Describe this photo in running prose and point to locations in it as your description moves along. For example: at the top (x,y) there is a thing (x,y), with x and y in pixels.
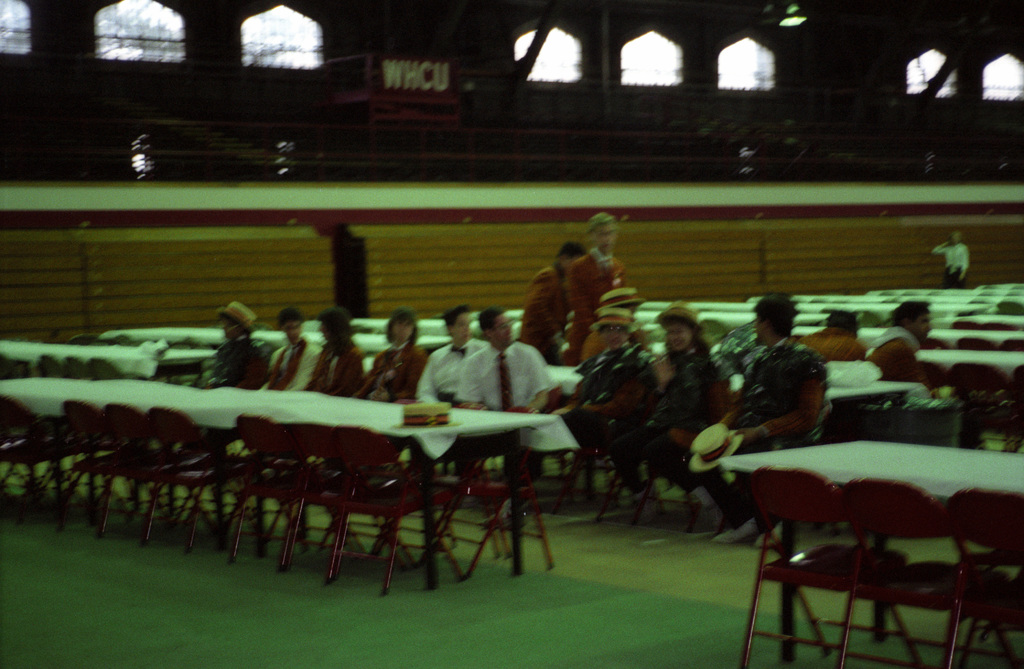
In this picture there are several people (379,378) sitting on the chair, but most of the chairs (921,523) are unoccupied in the picture.
